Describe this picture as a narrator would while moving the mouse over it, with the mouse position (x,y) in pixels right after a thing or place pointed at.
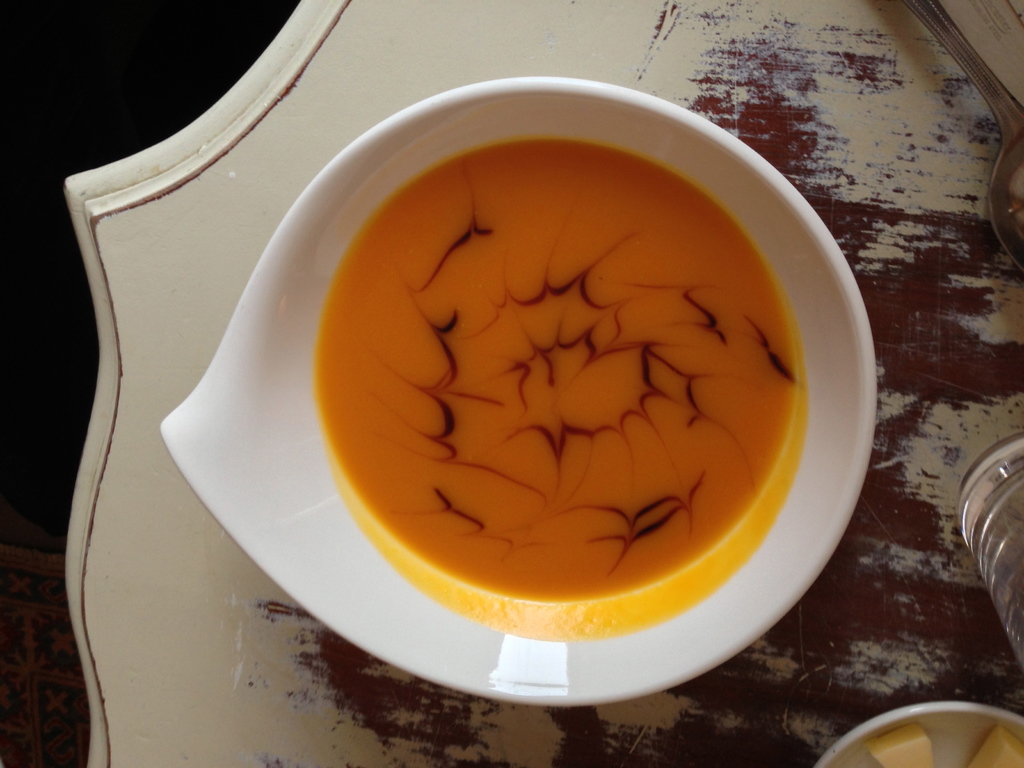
In this picture I can see a food item (682,455) in a bowl (307,451) and there are some other objects (1007,95) on the table (185,573).
